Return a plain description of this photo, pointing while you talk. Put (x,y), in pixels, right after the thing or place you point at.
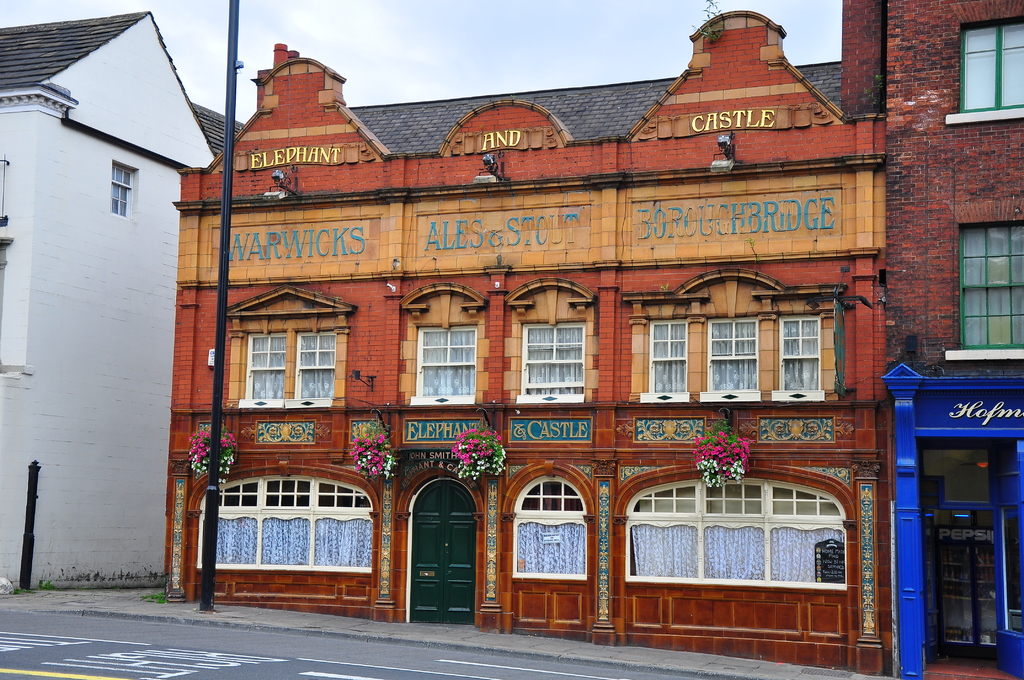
In this image I can see a building (317,223) in brown color. I can also see few flowers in pink and white color, left I can see a building (130,327) in white color. Background (598,61) sky (517,61) is in white color.
